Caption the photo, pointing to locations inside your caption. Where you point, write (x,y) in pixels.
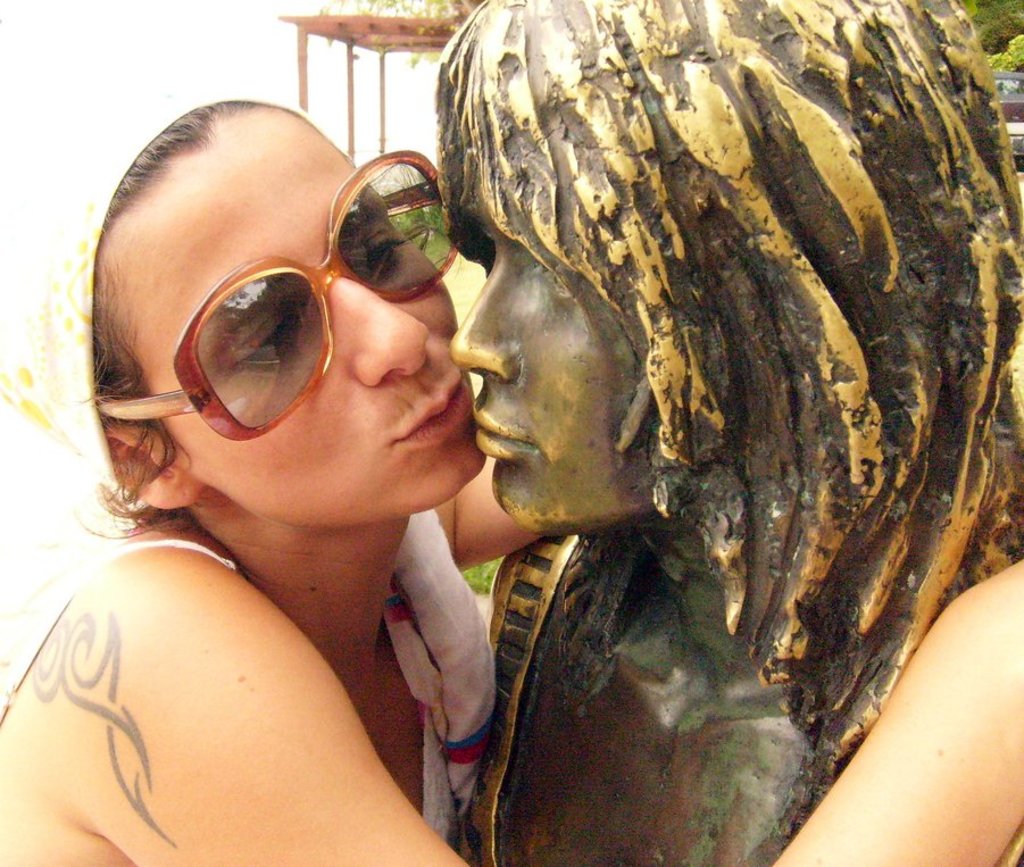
In this image we can see a person (306,466) with goggles (242,338) is holding a statue (675,312) and there is a shed (396,47) in the background (352,137).
